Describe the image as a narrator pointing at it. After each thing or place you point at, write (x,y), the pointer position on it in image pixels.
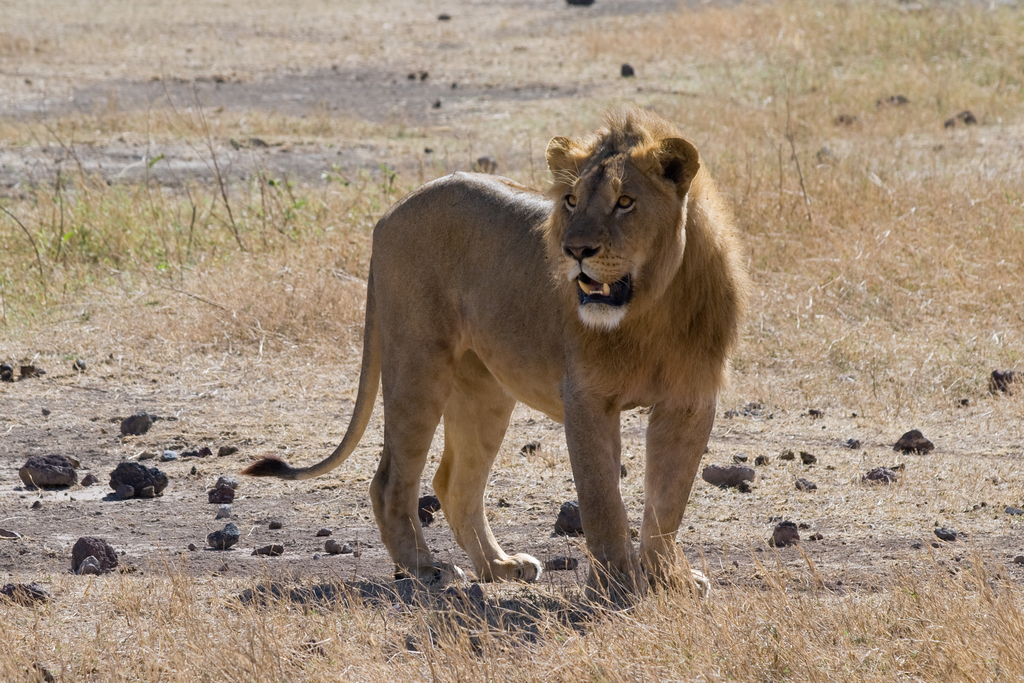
In this picture we can see a lion (477,496) standing on the path (552,570). There are few stones (563,521) and some grass (816,599) is visible on the ground (771,250).
